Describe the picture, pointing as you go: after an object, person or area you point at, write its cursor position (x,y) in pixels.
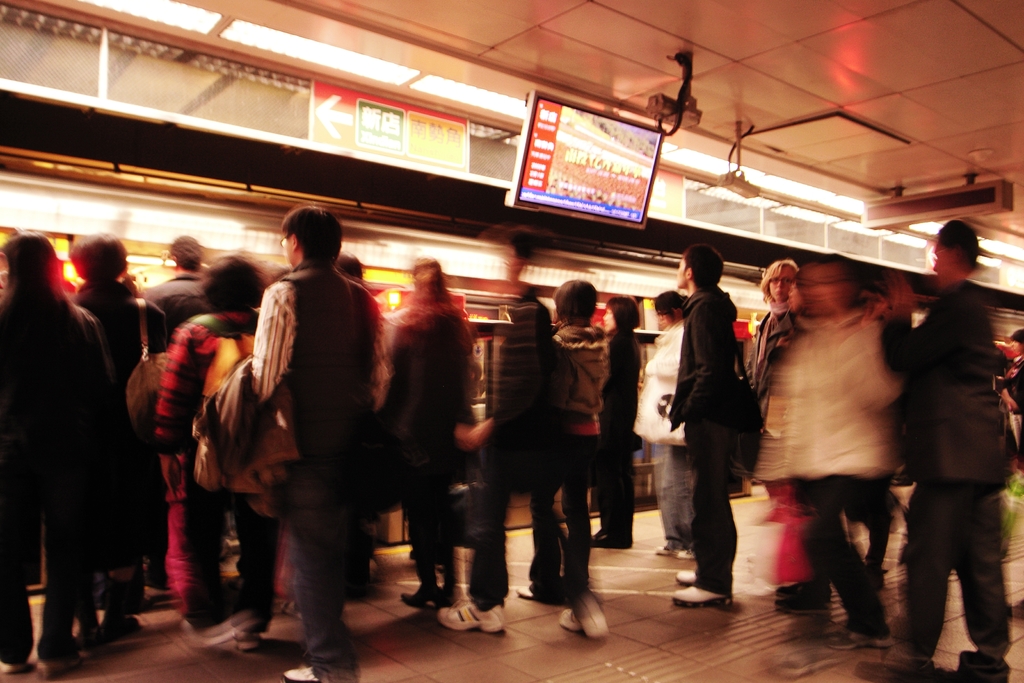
In this image, I can see a group of people (506,352) standing on the platform (708,638). At the top of the image (540,121), I can see a television (550,116), board (911,197) and few other objects (923,194) are hanging to the ceiling (633,54). In front of the people (382,359), there is a train (422,247).
